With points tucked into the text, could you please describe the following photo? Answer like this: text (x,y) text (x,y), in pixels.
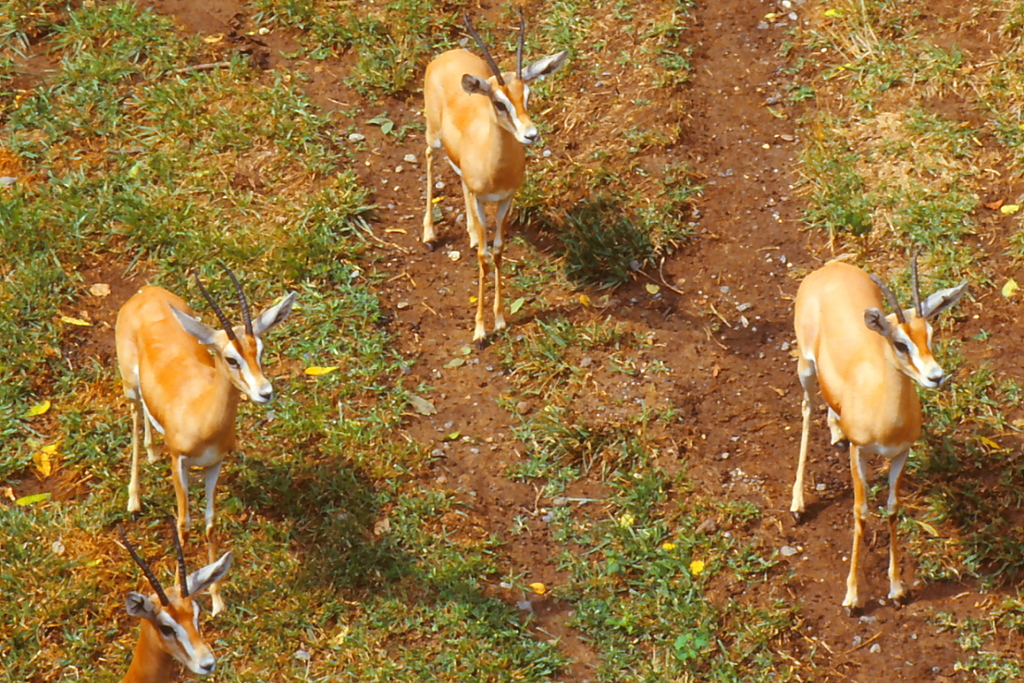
In this image we can see a herd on the ground (423,535). We can also see some grass (288,521).
